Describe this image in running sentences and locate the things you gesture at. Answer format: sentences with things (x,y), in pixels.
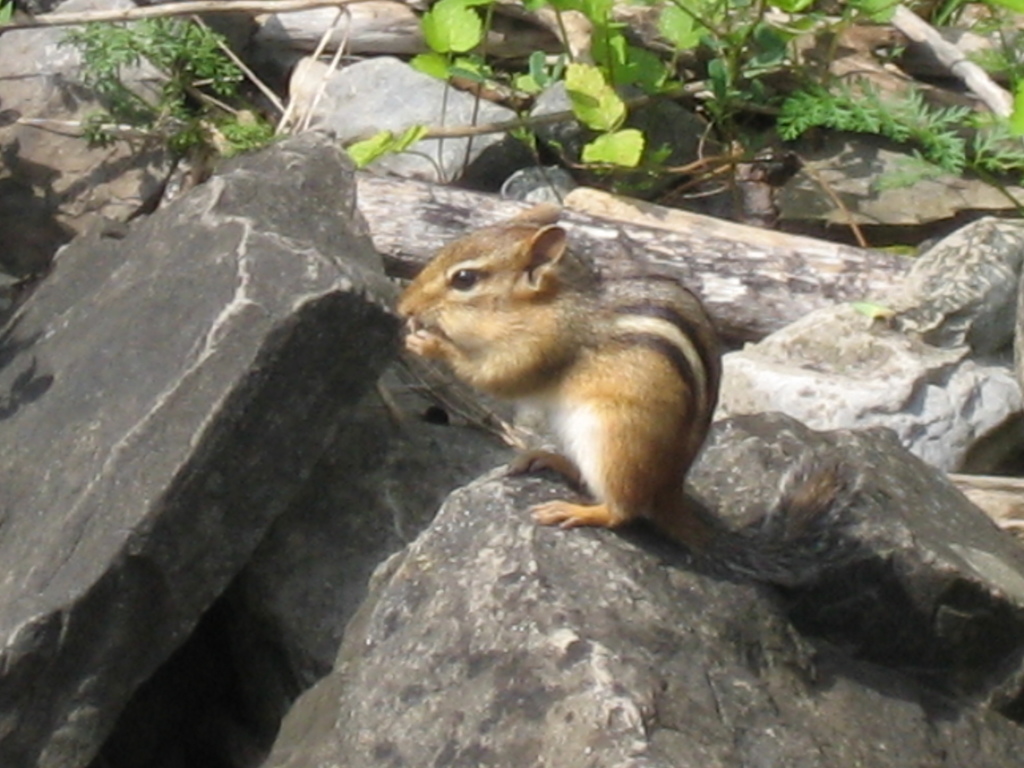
Here I can see few rocks (876,456) and wooden trunks (776,275). In the middle of the image (564,317) there is a squirrel (635,344) on a rock (571,614). At the top of the image (204,66) few leaves (602,61) are visible.
